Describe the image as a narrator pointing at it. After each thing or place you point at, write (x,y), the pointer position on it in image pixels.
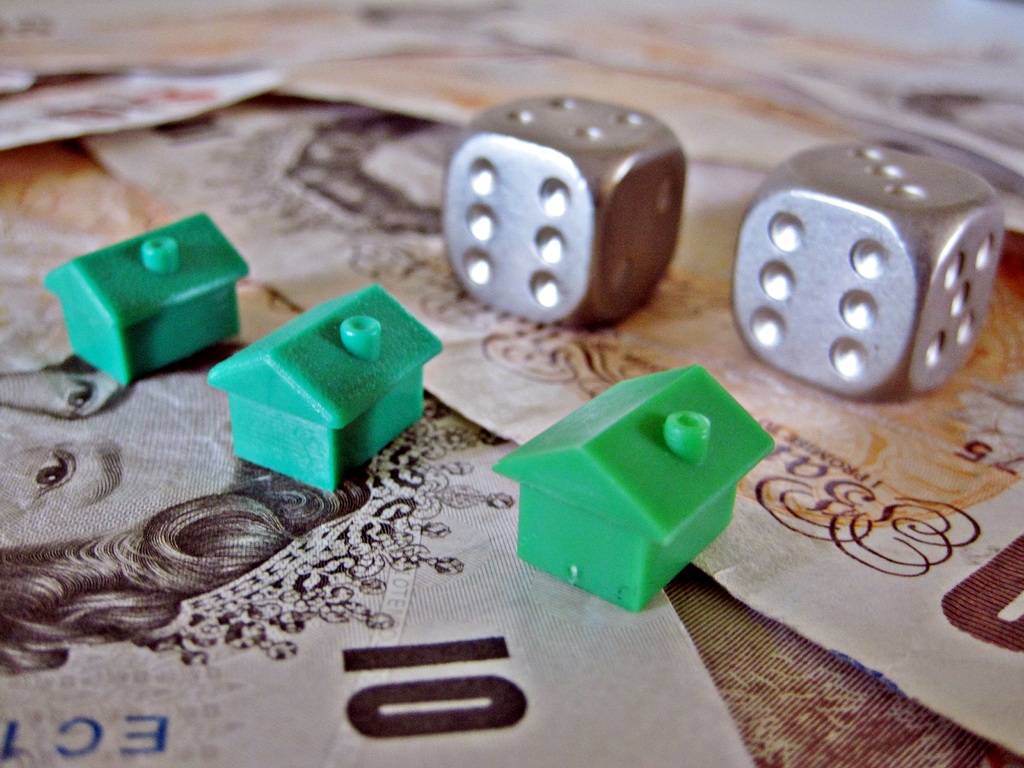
In this picture there are two dices (514,211) and small toy houses (377,414) in the center of the image (474,333) on the banknotes (485,361).
